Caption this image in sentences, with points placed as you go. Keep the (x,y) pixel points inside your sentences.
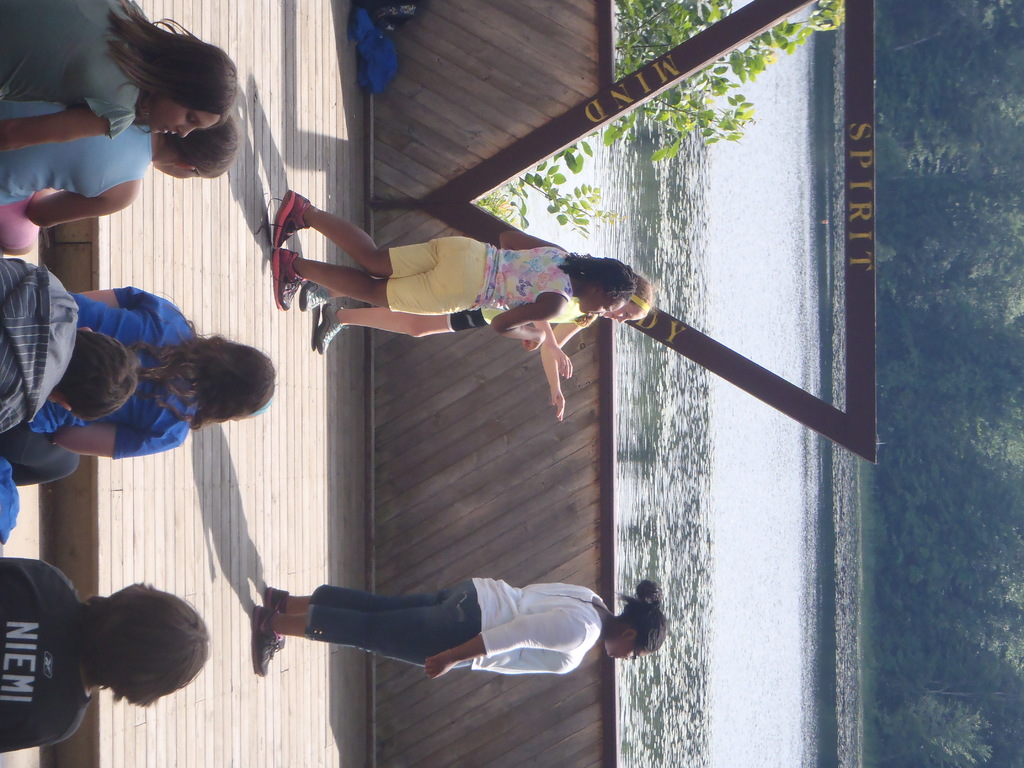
On the left side (106,414) there are few people (79,449) sitting. There are three people (365,297) standing on the wooden floor (344,505). In the back (474,422) there is a wall (449,473). Also there is water (694,192). And there is a triangle shape object (853,415) on the wall (580,381). On that something is written. On the right side (956,304) there are trees (964,662).
